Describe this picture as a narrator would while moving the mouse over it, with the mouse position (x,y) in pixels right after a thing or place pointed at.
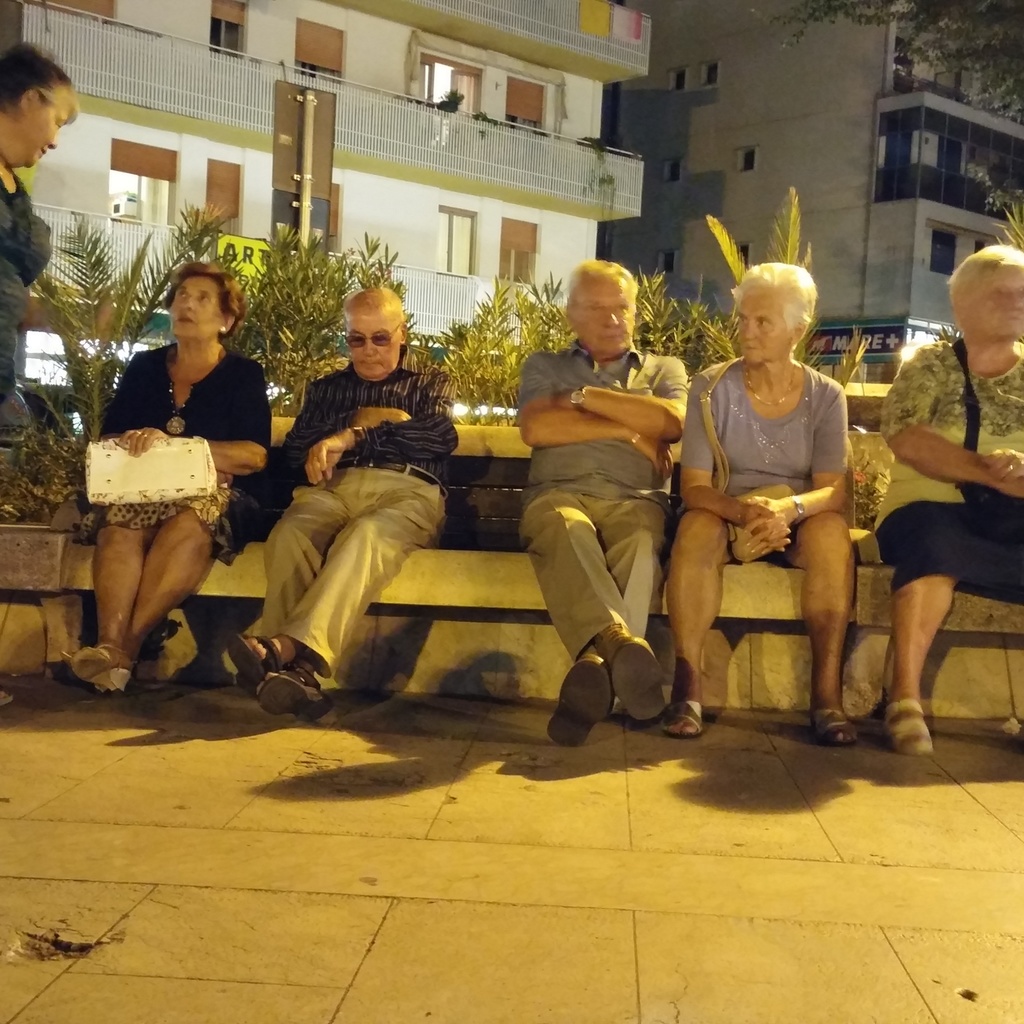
This picture is clicked outside. In the center (418,497) we can see the group of persons (1001,398) sitting on some objects (520,560) seems to be the benches (468,488). On the left corner (28,227) we can see another person (40,92) and we can see the plants (504,297). In the background (907,112) we can see the buildings (247,90), windows (515,241), deck rails (559,173) of the buildings (864,168) and some other objects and a tree (965,21).
